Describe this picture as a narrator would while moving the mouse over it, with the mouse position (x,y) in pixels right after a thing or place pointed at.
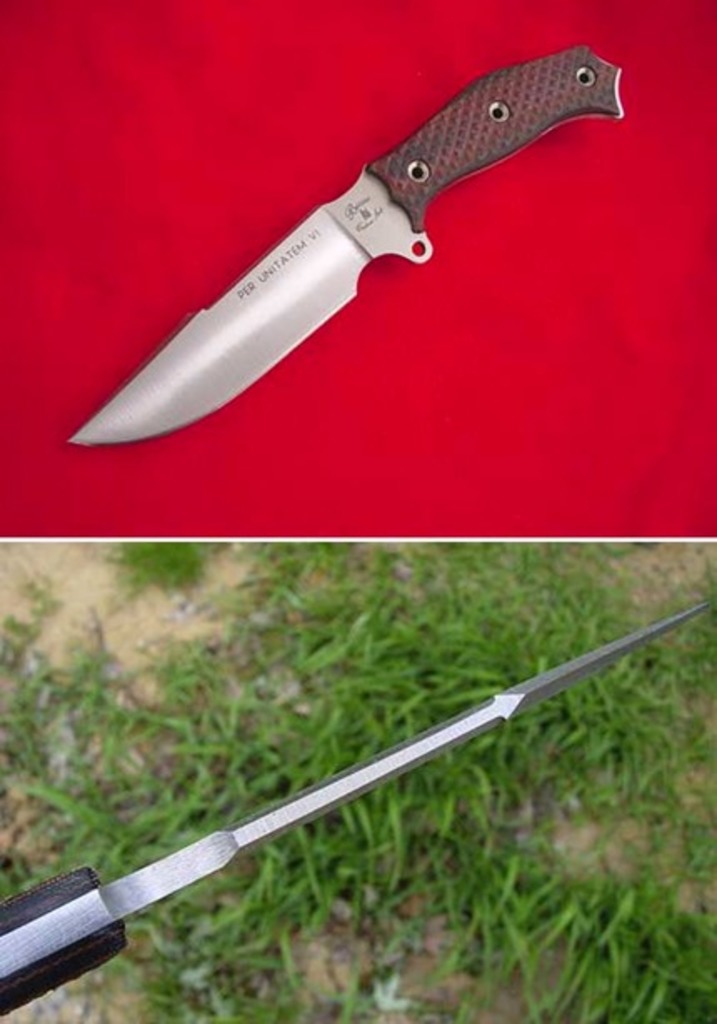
In this image there is a collage of two images. In one image there is a knife (321,283) and in another image there is a knife (384,759).
